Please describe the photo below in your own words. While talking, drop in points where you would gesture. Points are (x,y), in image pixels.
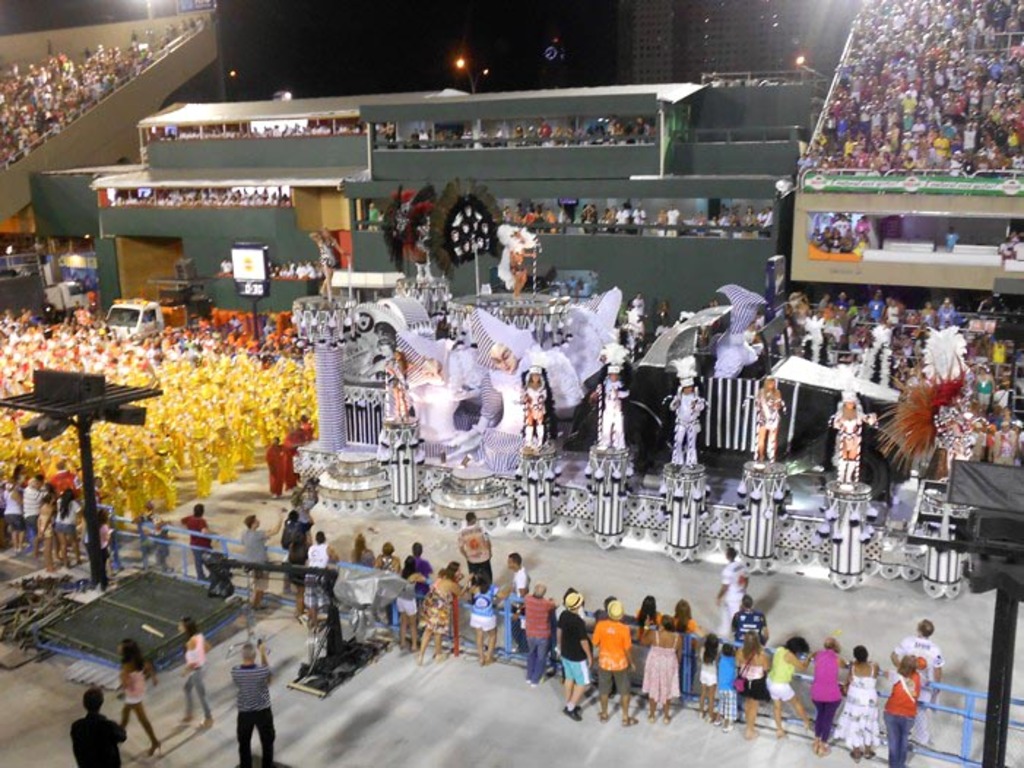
In this image there are a group of people (907,440) some of them are wearing same costume (689,442) and dancing, in the center (605,412) and some of them are watching. In the background (262,271) and also there are some lights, poles (90,402), vehicles (130,321), boards (259,283) and some other objects (182,602). At the bottom (594,569) there is a floor (798,689).
